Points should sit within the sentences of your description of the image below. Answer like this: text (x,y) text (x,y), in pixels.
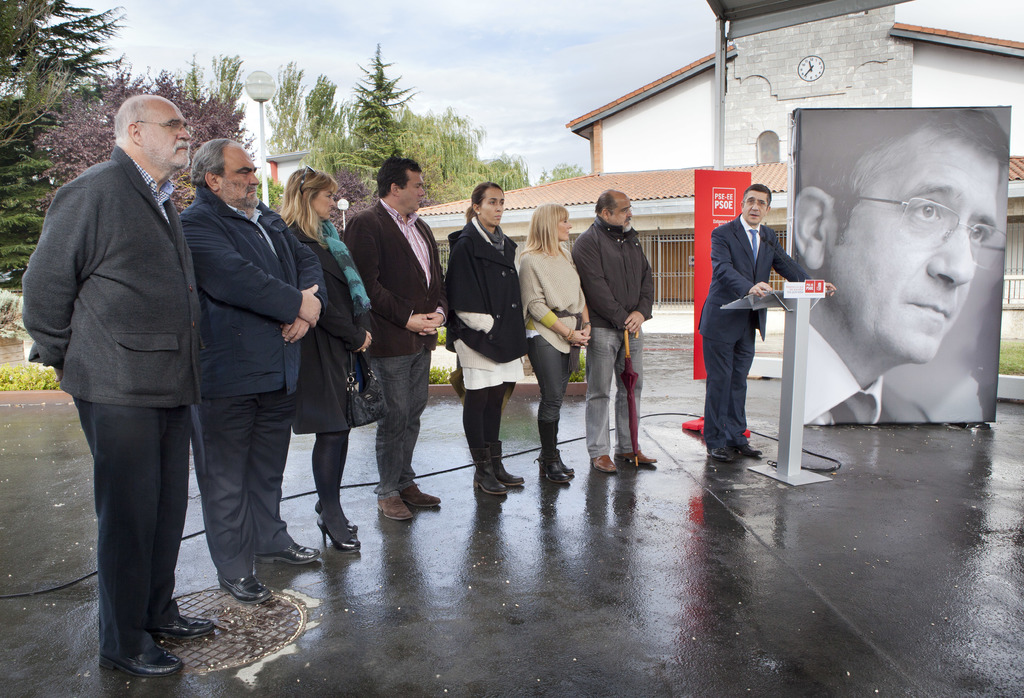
In this image we can see a few people (376,368) standing on the floor (664,384) a person (745,381) is standing near the podium (796,364) and a man (620,351) is holding an umbrella (632,402) and a woman (321,367) is holding a handbag (349,388), on the right side (878,289) there is a picture of a man (889,281) and there is a board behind the person (712,412), in the background (760,113) there is a building (750,105) with a clock (802,67) and there are few trees (280,116), street lights (256,81) and a sky (494,75).
